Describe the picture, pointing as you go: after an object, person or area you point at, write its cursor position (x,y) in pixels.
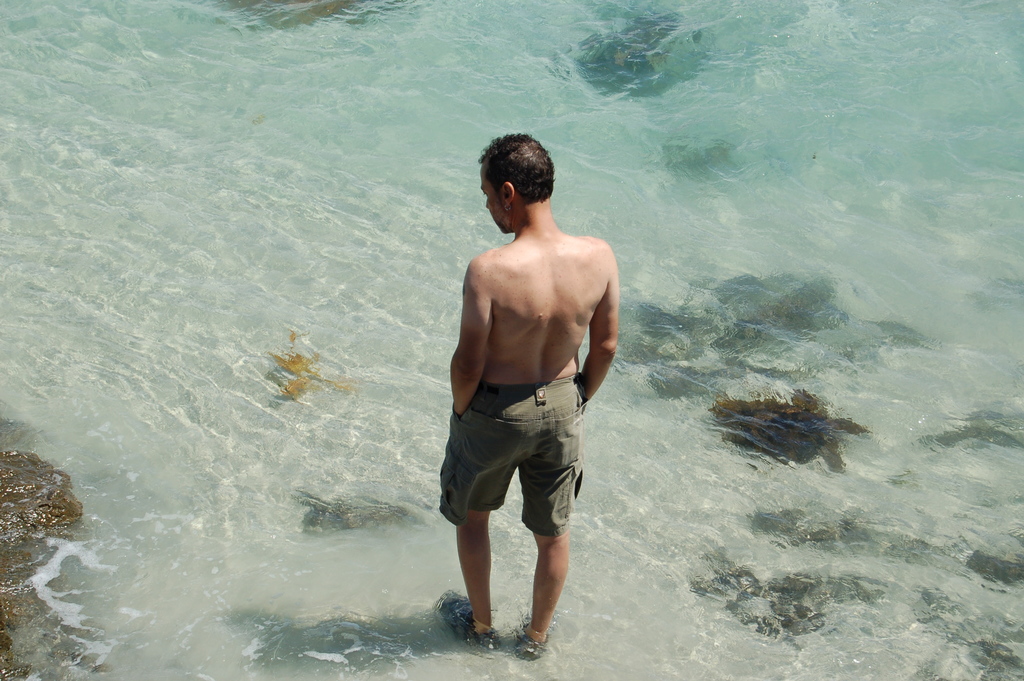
In this picture there is a man (481,452) standing and we can see water (409,248), under the water (621,415) we can see rocks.
